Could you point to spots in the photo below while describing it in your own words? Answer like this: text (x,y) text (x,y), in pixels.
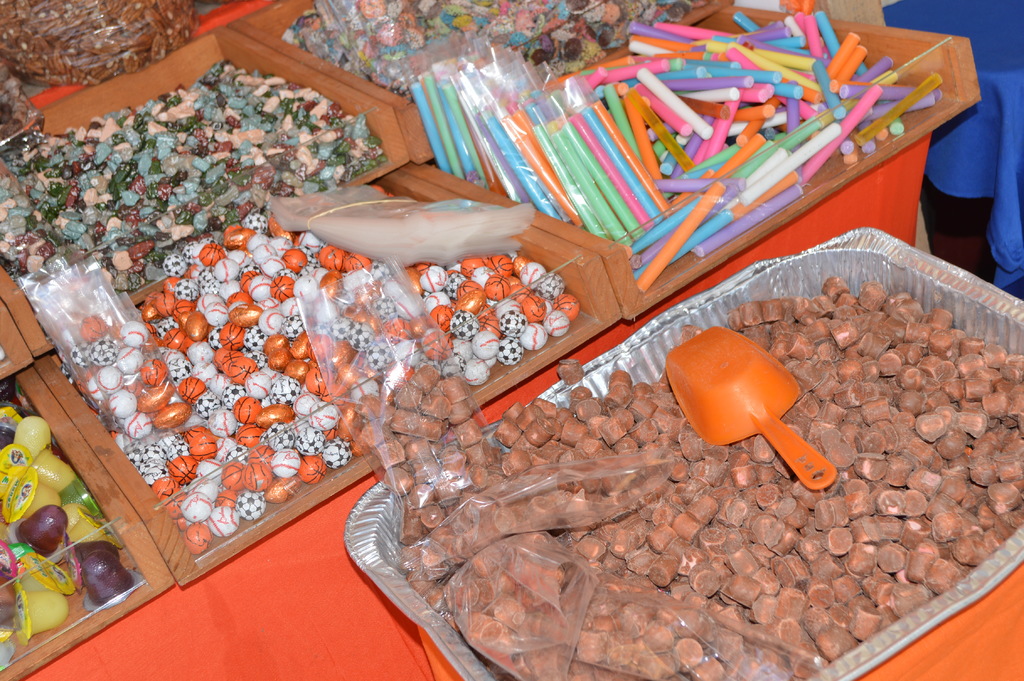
In this image we can see different varieties objects (227,297) are present in the containers (252,49).
